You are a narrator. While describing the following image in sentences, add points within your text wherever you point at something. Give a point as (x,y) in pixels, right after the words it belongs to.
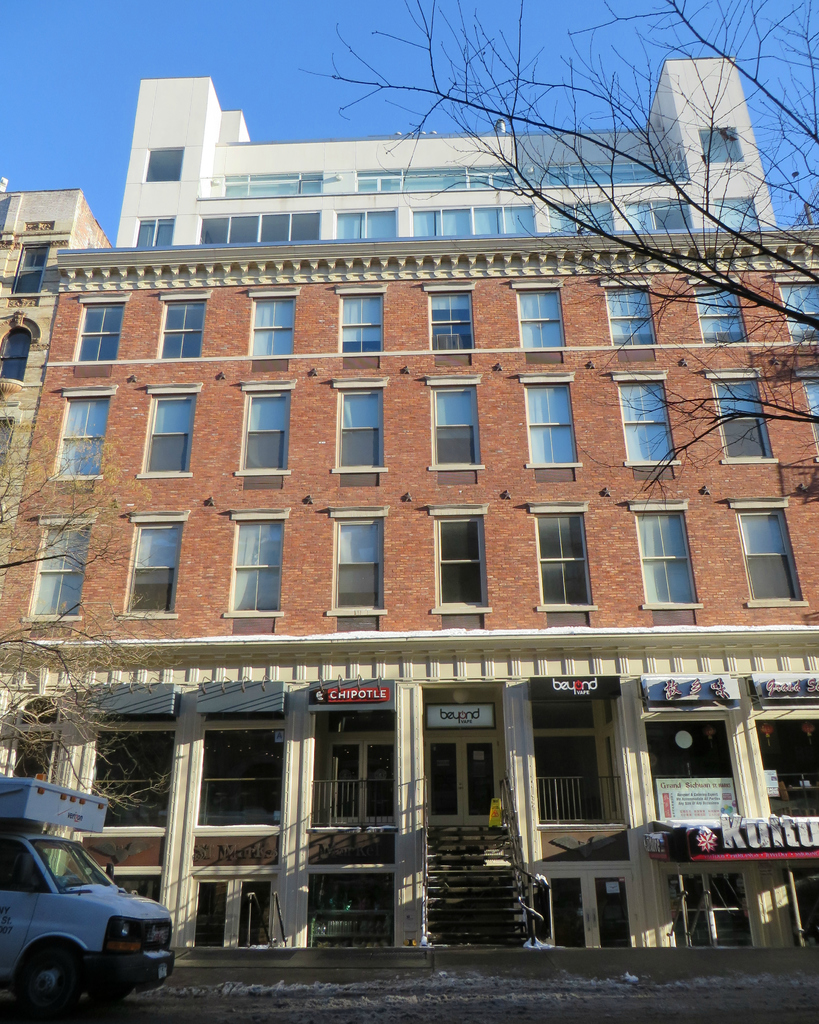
On the left side (129,928), there is a white color vehicle (102,941) on the road (549,999). In the background (32,592), there is a tree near a building (410,155) which is having glass windows (666,454) and hoardings (762,852) on the walls (55,688). Beside this building (279,284), there are other buildings (285,174) which are having glass windows (428,219) and there is blue sky (136,46).
